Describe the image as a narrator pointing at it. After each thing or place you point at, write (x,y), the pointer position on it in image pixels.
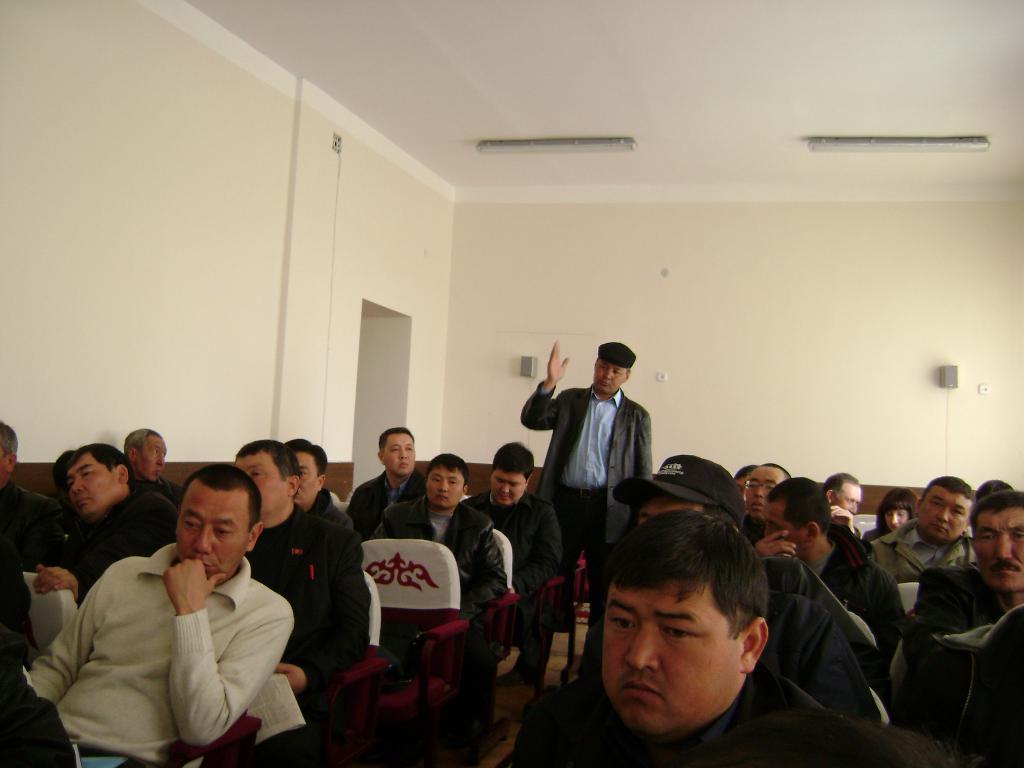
In this image there are people (695,616) sitting on the chairs (460,634). In the center of the image (563,403) there is a person (604,512) standing on the floor (522,699). In the background of the image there are speakers (527,362). There is a wall (442,235). On the top of the image (635,139) there are lights (829,136).
